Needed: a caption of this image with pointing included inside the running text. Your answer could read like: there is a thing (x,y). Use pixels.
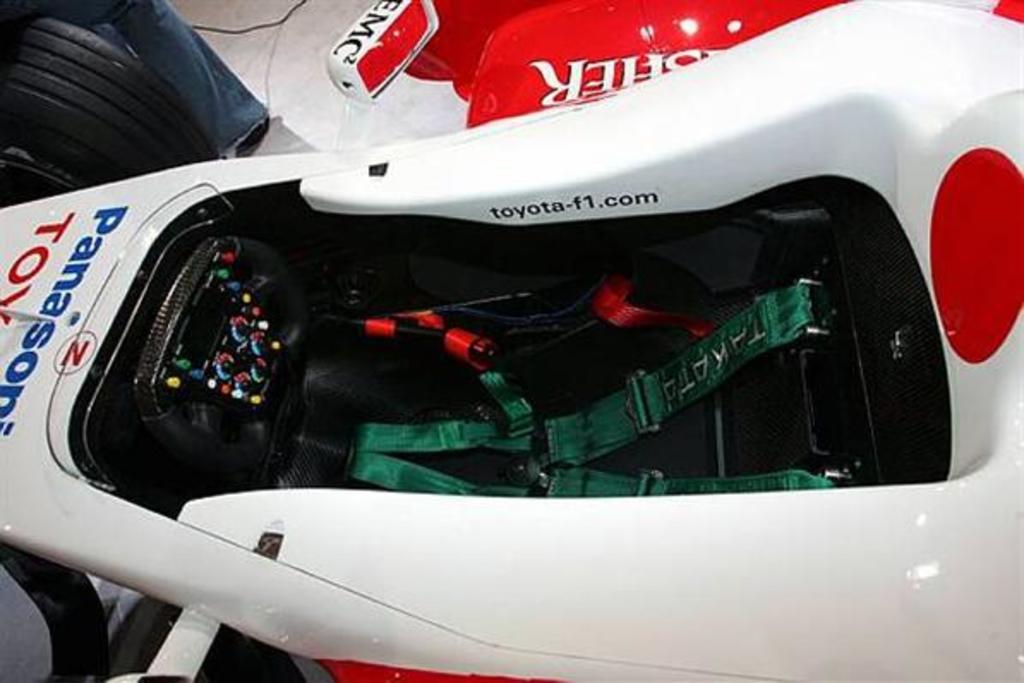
In this picture we can see a vehicle (225,517), cable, person's leg (240,91) on the floor (307,77) and some objects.
